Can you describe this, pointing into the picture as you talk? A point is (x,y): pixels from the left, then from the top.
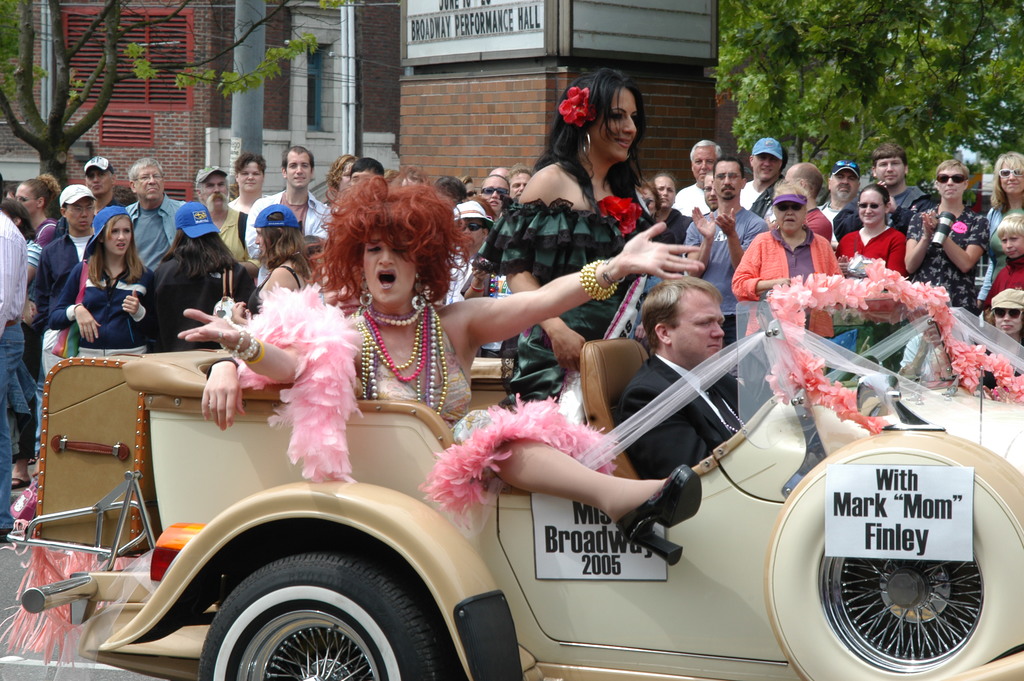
This image consists of some persons (628,393) in the middle (628,393). There is a vehicle (114,658) in the middle (489,415), in that there are some persons (579,476) sitting. There are trees (1016,131) at the top (59,32). There are buildings (417,109) at the top (331,114).
